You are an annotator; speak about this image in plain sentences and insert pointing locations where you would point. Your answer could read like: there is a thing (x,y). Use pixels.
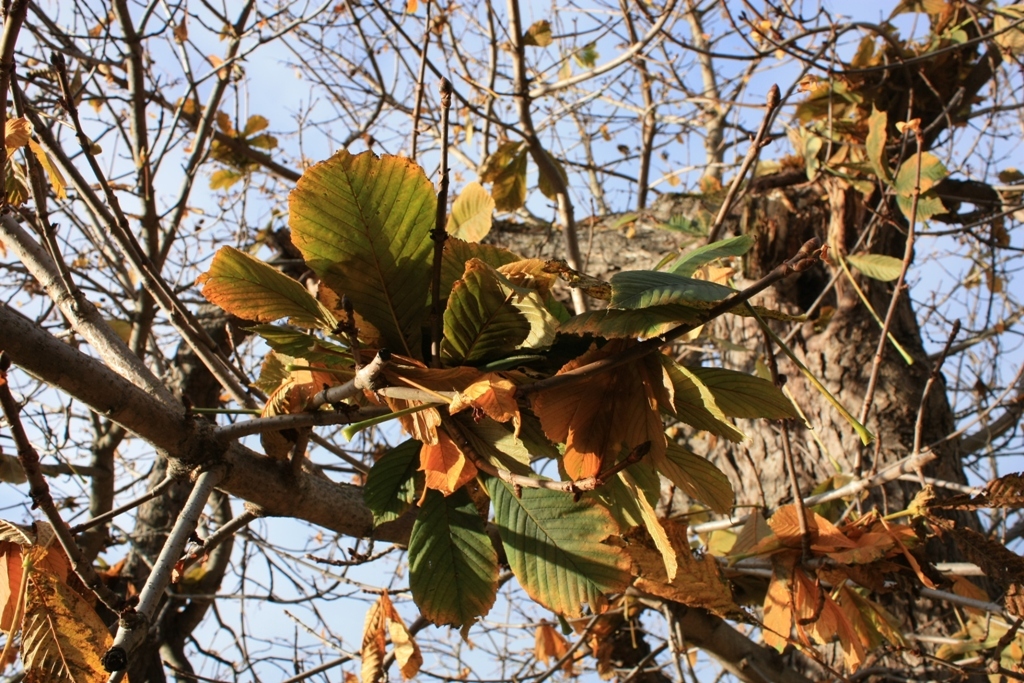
In the image there is a tree (275,367) with branches (125,424) and leaves (484,343). In the background (867,0) there is a sky (1011,159).
